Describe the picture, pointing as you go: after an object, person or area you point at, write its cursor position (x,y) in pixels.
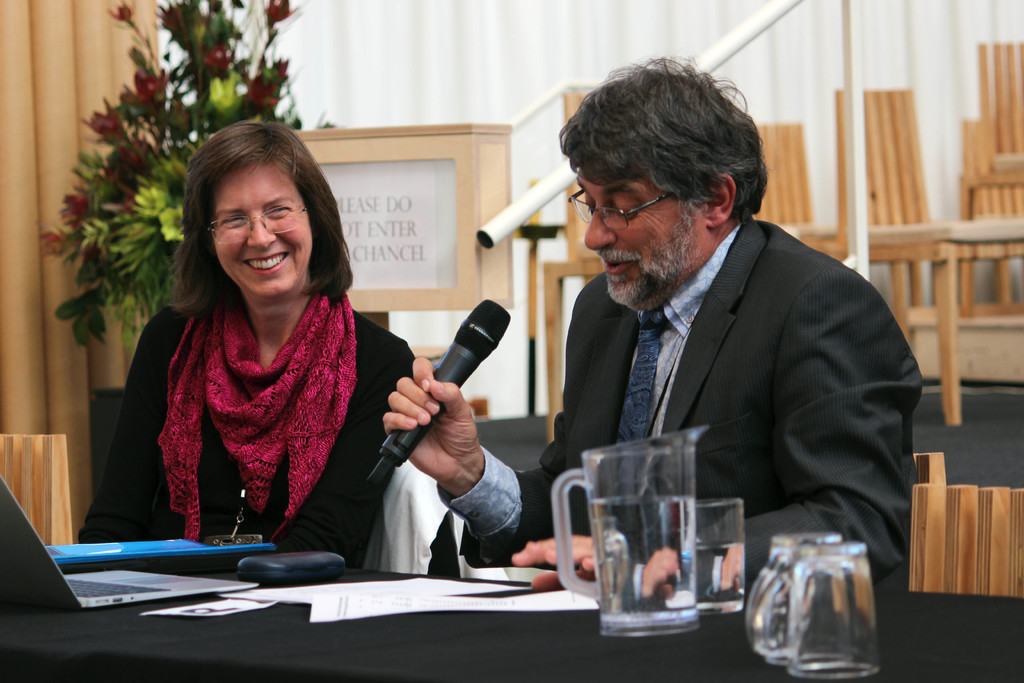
In the image we can see there are people (672,348) who are sitting on chair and a man (451,394) is holding mic (479,340) in his hand (410,424) and on table (1013,638) there are jug (666,602), glasses (851,639), papers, laptop (179,583) and specs box (293,569). The woman (321,539) is wearing red colour scarf (239,422). At the back (1003,100) there are chairs (868,196) and a flower bouquet (72,249).
